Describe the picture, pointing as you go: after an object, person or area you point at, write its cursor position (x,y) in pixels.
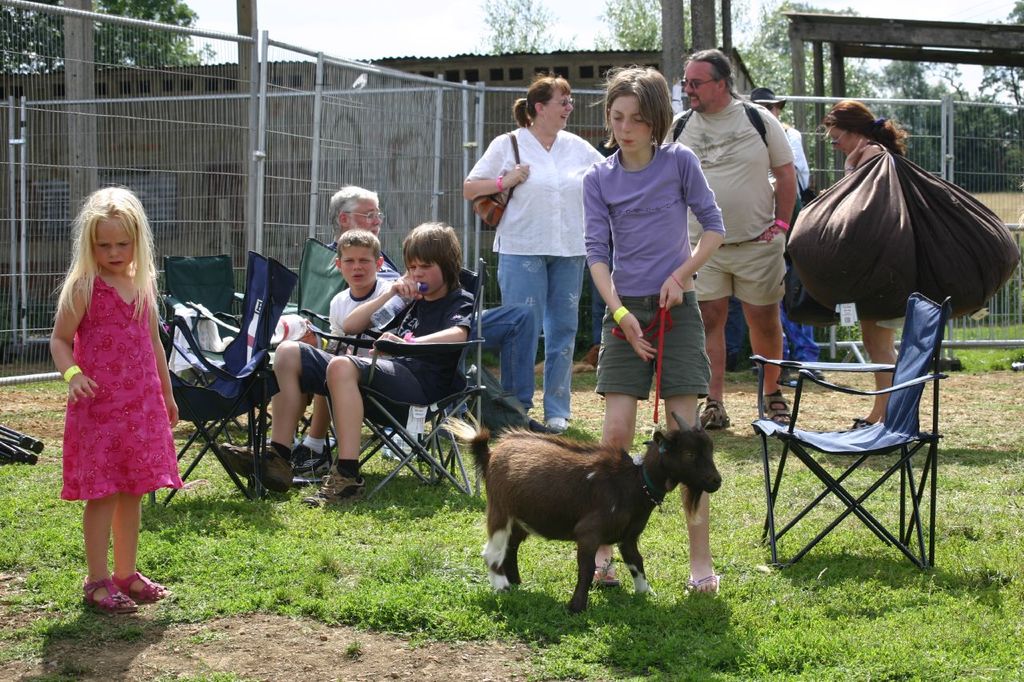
In this picture I can see group of people (73,478) standing, a person (683,309) holding the belt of an animal (651,451), a person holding sandbags (824,207), three persons (367,278) sitting on the chairs (327,289), there is wire fence (105,51), a shed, trees (1014,170), and in the background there is sky (439,38).
